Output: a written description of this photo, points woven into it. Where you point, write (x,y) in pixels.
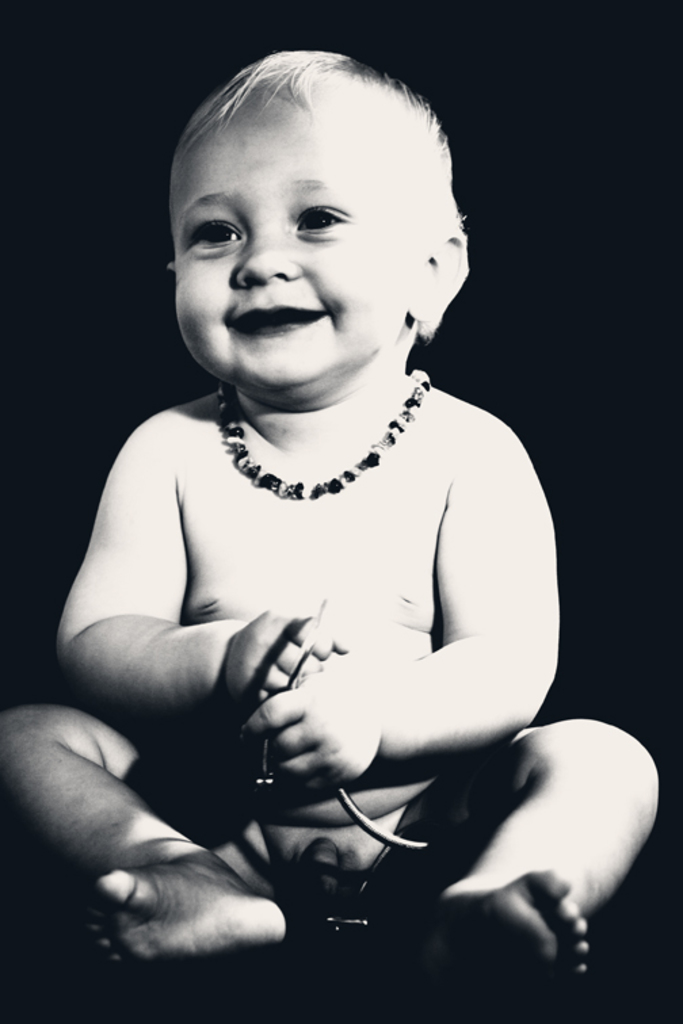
This is a black and white image as we can see there is one kid (250,729) sitting on the floor (295,914).
